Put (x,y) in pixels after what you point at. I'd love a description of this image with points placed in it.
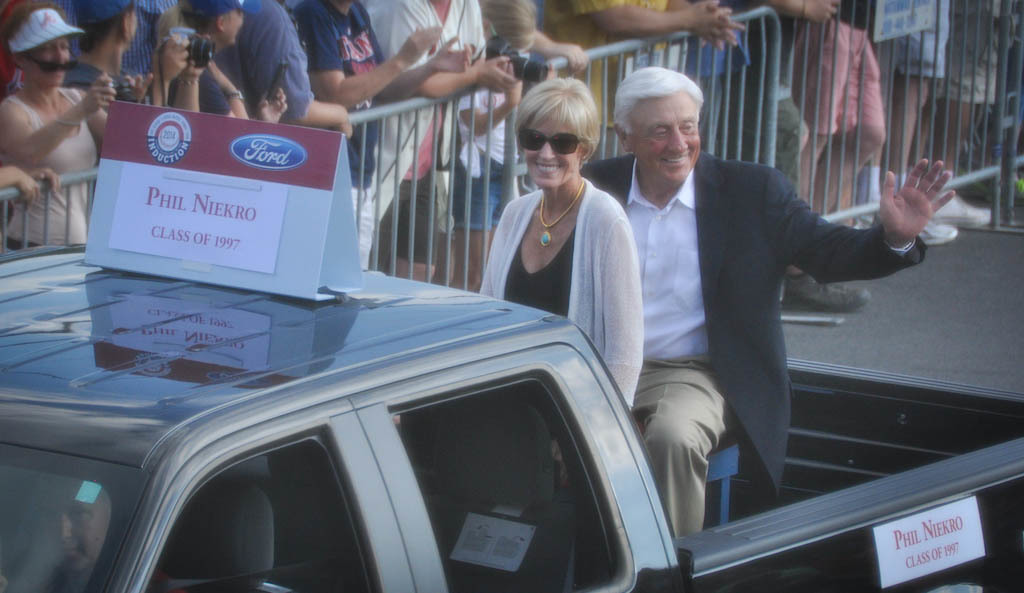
The picture is on a middle of a road (938,354). a man (689,231) and a woman (559,267) are sitting in the back of a vehicle (887,396). The man (729,412) is waving his hand (893,231). They both are smiling. In the background (59,88) there are many person (430,45) standing. most of them are clicking photos of those two person (587,196). There is a barricade (437,137) in the side of the road (889,32).
